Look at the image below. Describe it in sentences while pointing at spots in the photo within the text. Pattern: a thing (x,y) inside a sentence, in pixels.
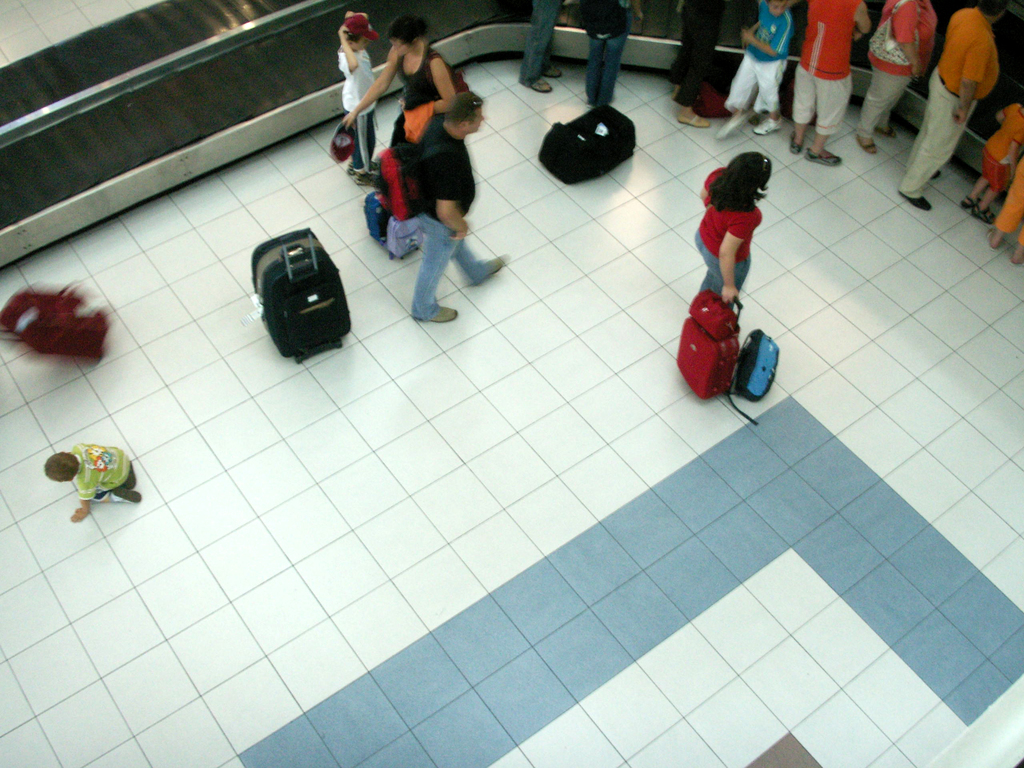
In this image we can see people (838,115) standing in a line. There are people (458,133) walking. There are bags (725,358). In the background of the image (197,112) there is a conveyor belt (233,70). At the bottom of the image (334,703) there is floor (425,706).
